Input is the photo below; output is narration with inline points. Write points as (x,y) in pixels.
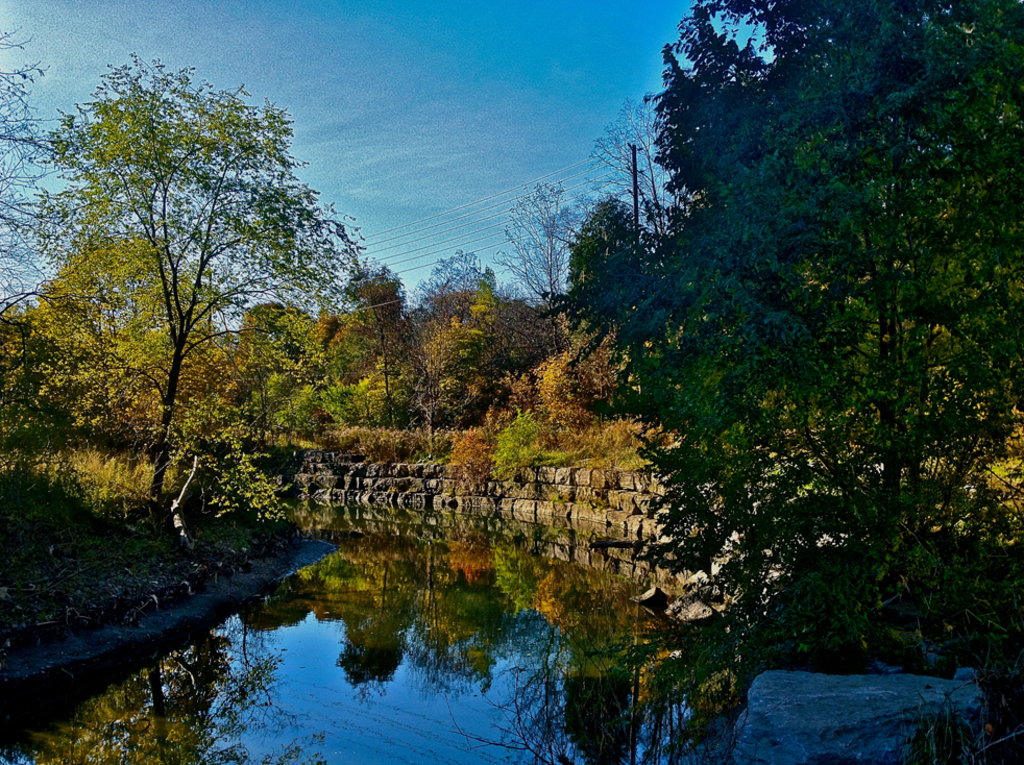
In this picture there is water (494,656) and there are few trees (154,465) and a greenery ground (62,458) on either sides of it.
